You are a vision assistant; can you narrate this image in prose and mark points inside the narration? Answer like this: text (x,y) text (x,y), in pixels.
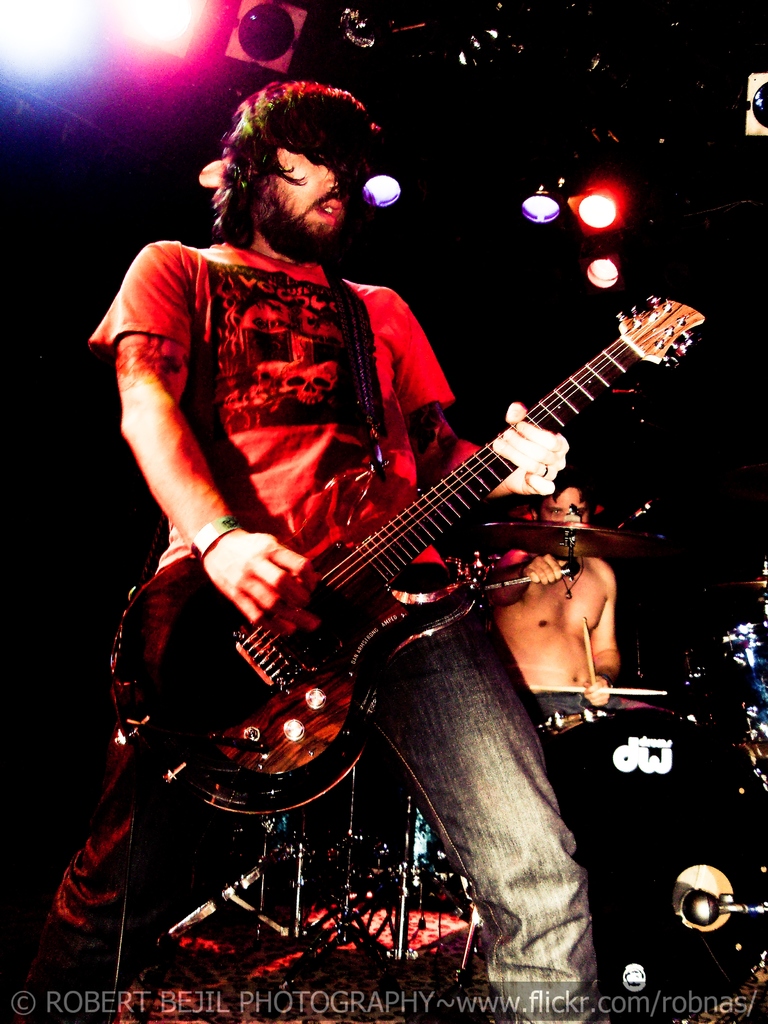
Here we can see a man (224,468) playing guitar (397,621) and behind him we can see another person (576,695) who is playing drums (554,528) and above them there are colorful light (62,20).
